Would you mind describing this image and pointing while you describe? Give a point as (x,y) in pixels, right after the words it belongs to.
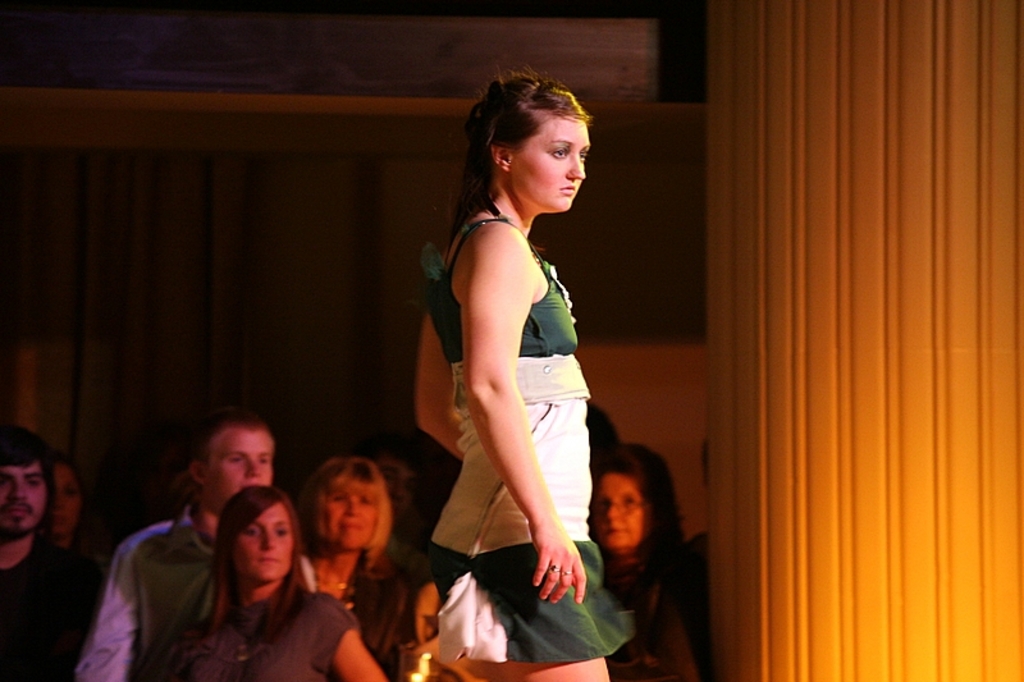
A woman (534,445) is standing wearing clothes (531,605), here there are men (125,619) and women (664,620).
